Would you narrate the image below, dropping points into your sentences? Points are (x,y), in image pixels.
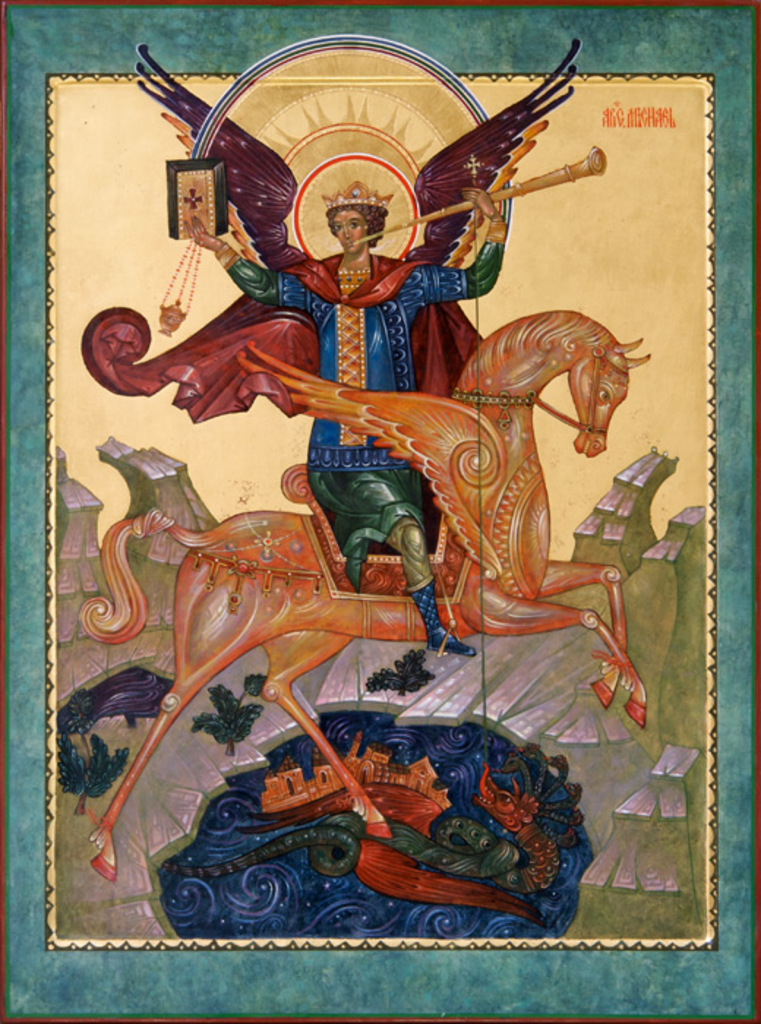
In this image we can see a wall hanging (337,351).
